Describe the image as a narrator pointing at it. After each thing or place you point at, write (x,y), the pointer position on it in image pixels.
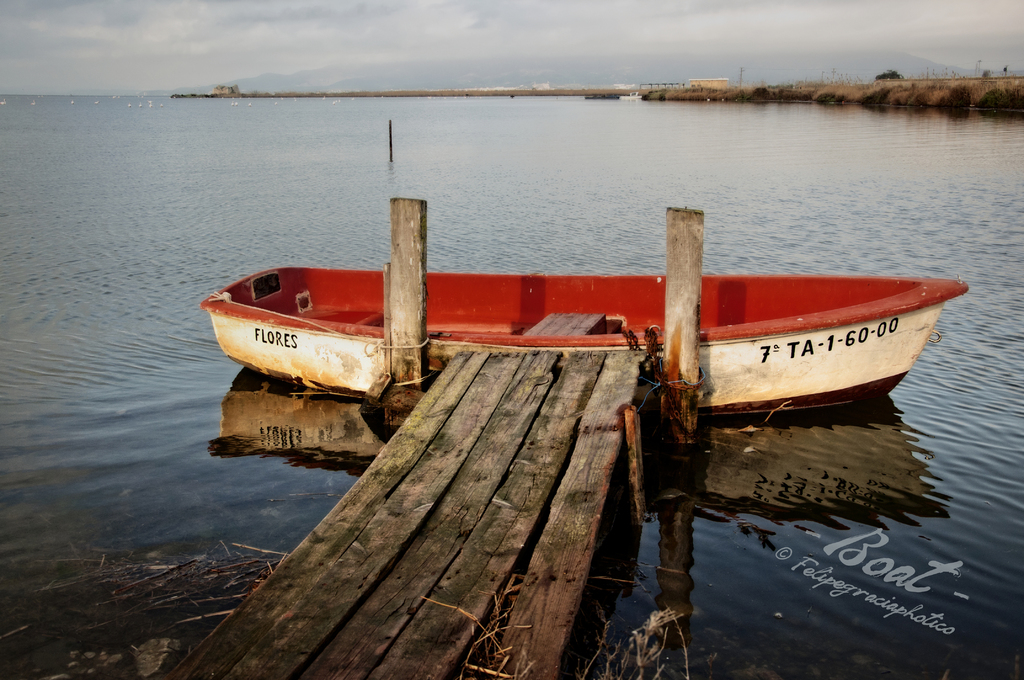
In this image I can see the water (117,402), the wooden bridge (393,500) and a boat (351,324) which is red and cream in color on the water (966,124). In the background (907,101) I can see the ground (920,101), few trees (959,99), few buildings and the sky (166,38).
